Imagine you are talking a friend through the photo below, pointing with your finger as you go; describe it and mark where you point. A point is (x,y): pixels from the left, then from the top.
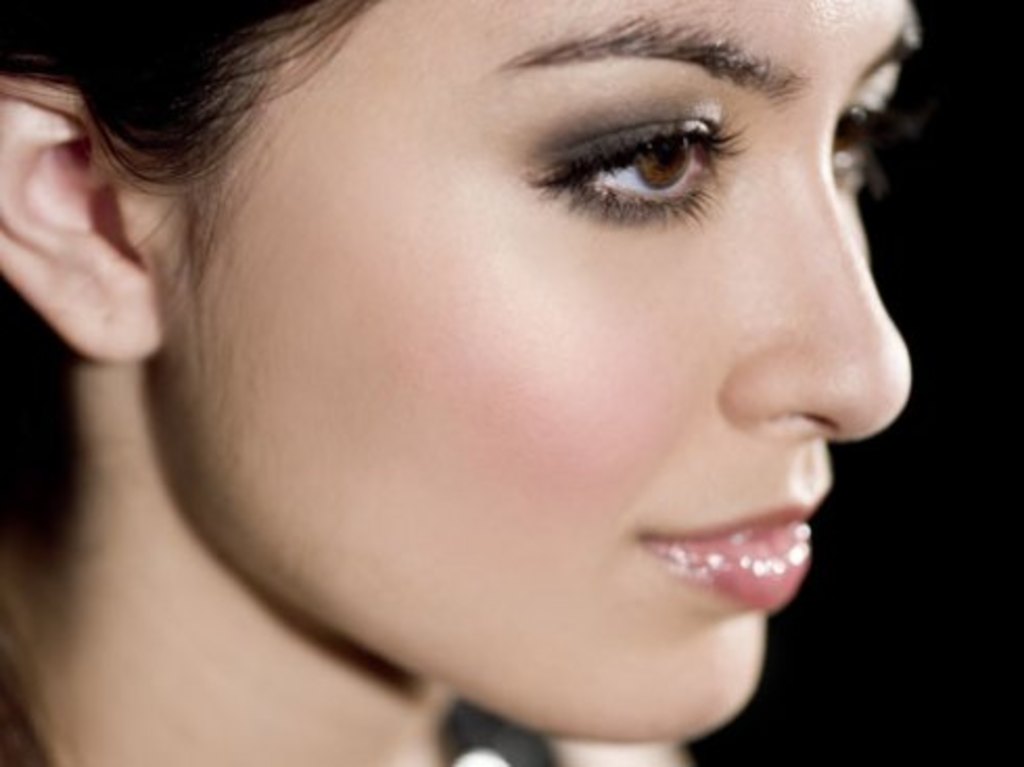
in this image we can see a girl (490,331).
